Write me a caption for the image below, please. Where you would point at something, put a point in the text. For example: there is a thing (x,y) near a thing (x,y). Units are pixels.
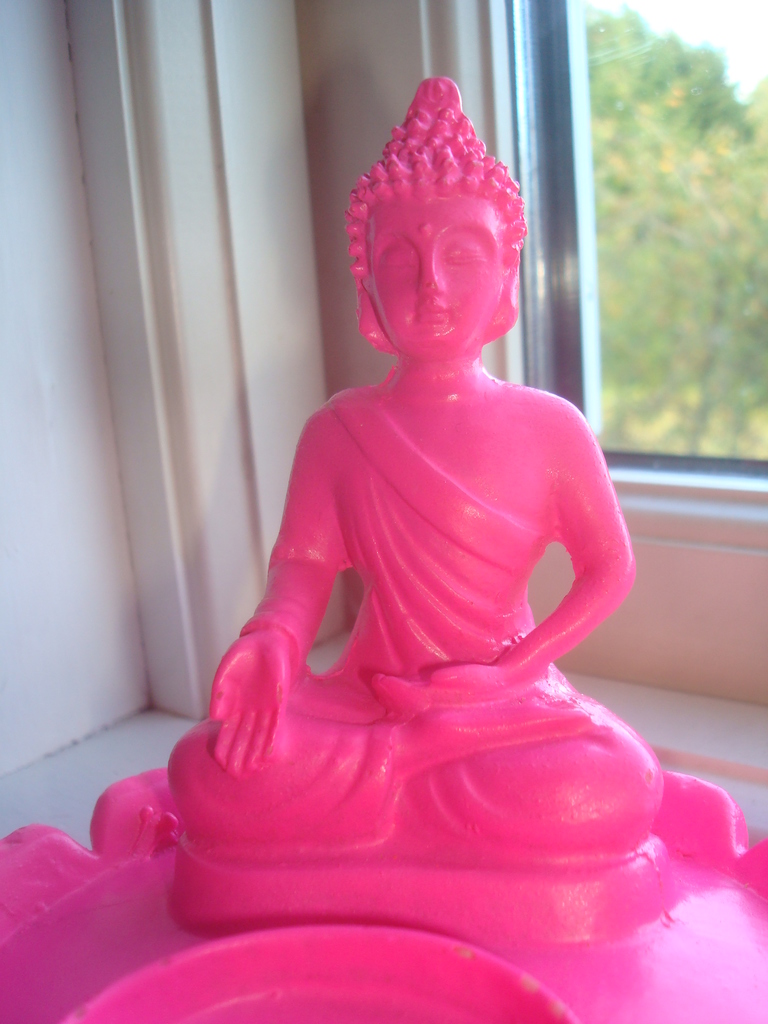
In this image I can see a statue (474,815) of a Buddha (355,662) which is in pink color. Background (125,310) I can see the wall (121,358) in white color and I can also see a window (631,296), trees (664,194) in green color and the sky (739,49) is in white color.
